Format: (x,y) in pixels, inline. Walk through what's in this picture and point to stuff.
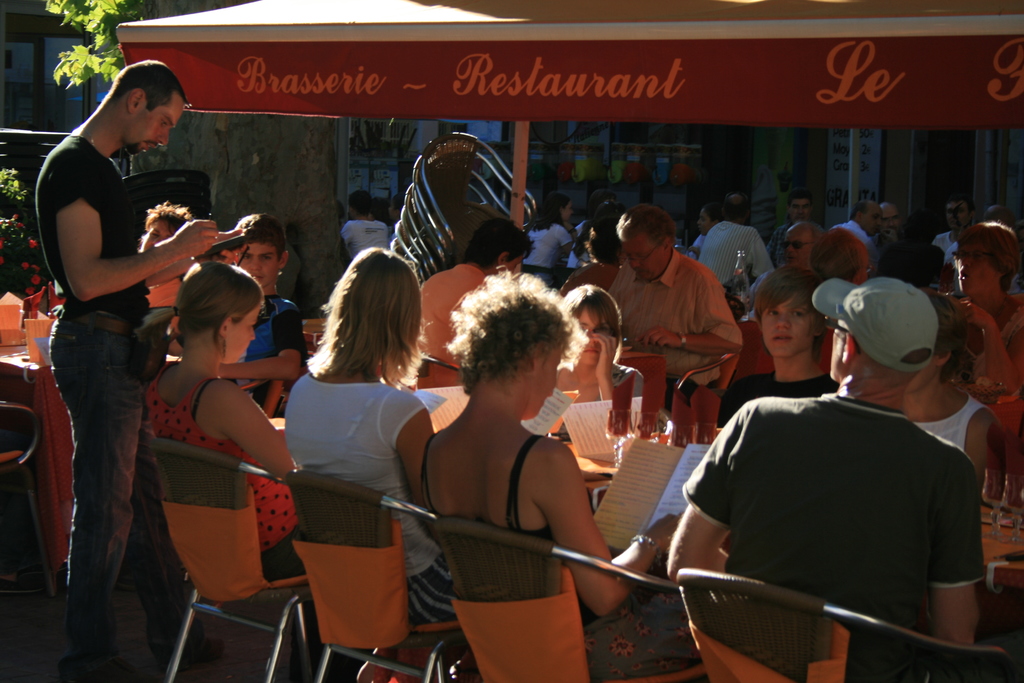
In the image we can see there are lot of people (960,570) who are sitting on chair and a man (148,359) is standing over here.
